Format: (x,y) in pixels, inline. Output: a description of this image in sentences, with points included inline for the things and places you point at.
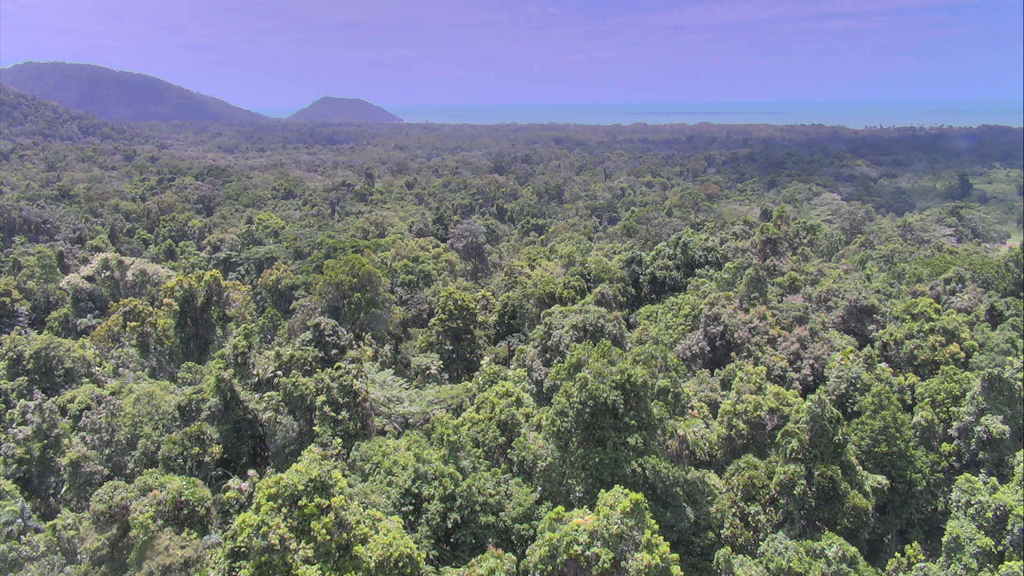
In this picture I can see a group of trees (650,177) and I can see hills (309,104) and a blue sky (698,23).
